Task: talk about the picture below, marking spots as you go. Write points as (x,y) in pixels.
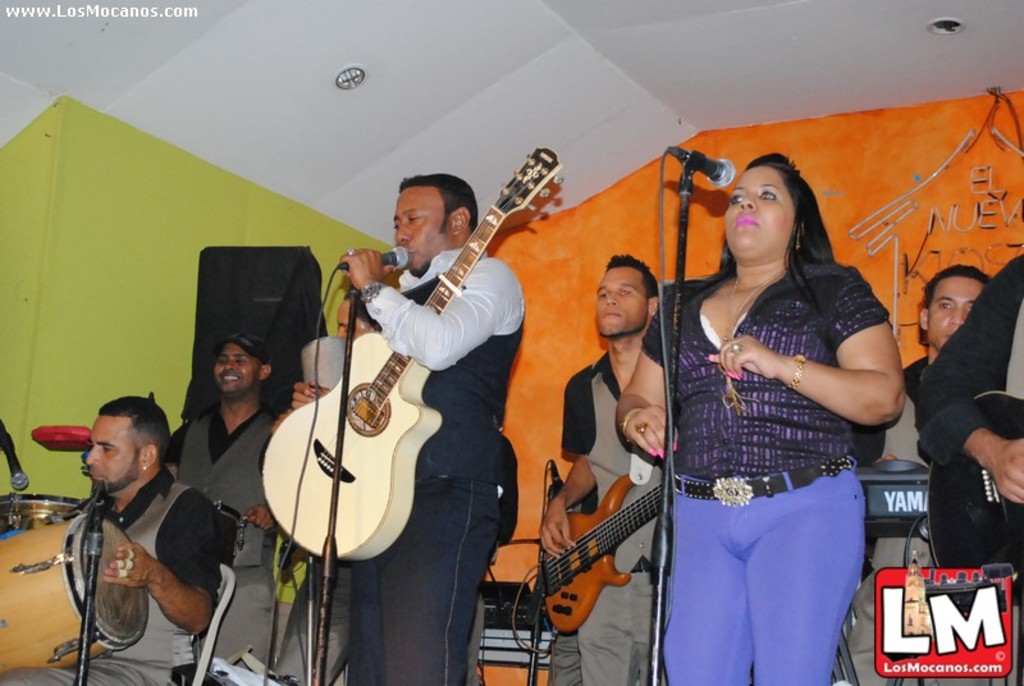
In this picture there are group of people (654,308) on the stage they are singing and there is a person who is sitting at the left side of the image (133,454) he is playing the drum (69,607), there is a speaker (302,252) at the left side of the image (200,341).
